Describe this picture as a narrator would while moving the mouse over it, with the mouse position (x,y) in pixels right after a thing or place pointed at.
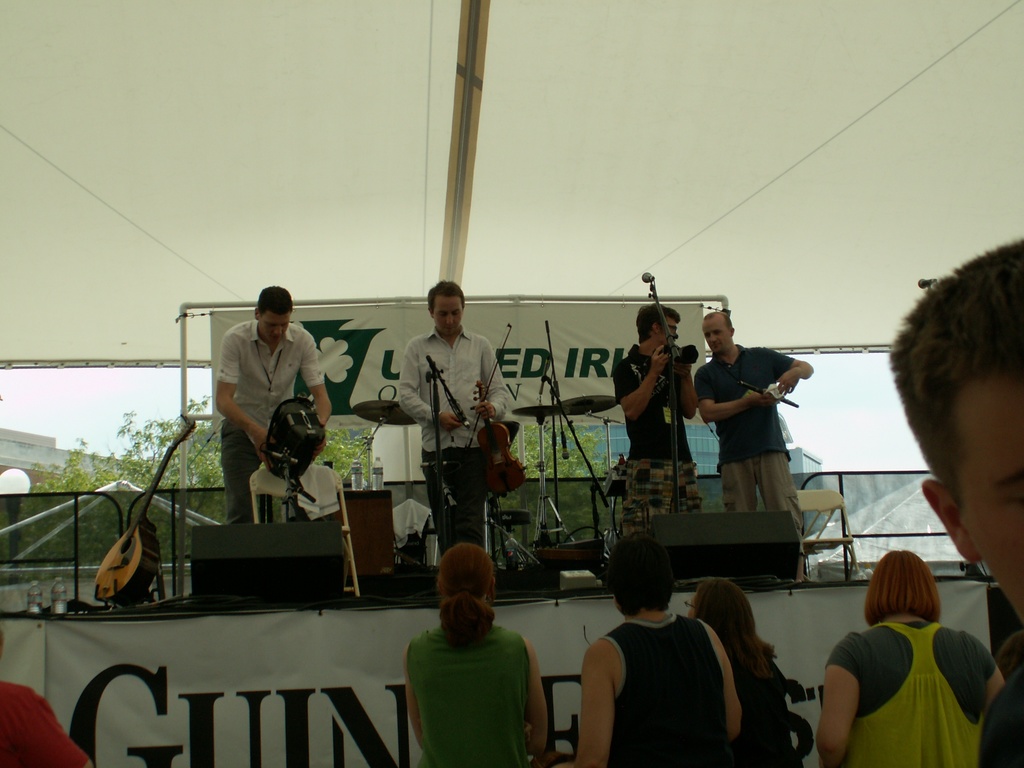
There are people (624,754) at the bottom side of the image (633,744) in front of a poster (325,634), there are people (416,381) holding a camera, violin (483,430), music instruments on the stage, there are buildings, trees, poster (328,380), roof (257,168) and the sky (119,370) in the background (617,294).
